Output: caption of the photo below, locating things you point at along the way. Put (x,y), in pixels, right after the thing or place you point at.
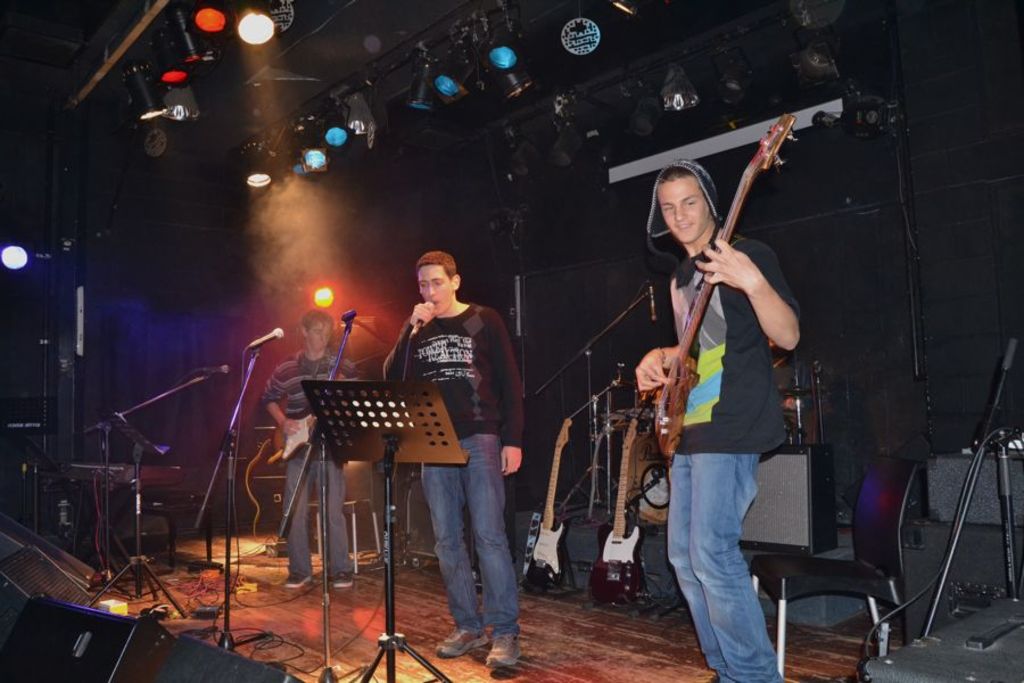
A rock band (279,417) is performing on a stage (382,674) in a concert. Of them a man (454,385) is singing with a mic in the center (439,344) and two other (740,359) are playing guitars (292,437) on either side.
